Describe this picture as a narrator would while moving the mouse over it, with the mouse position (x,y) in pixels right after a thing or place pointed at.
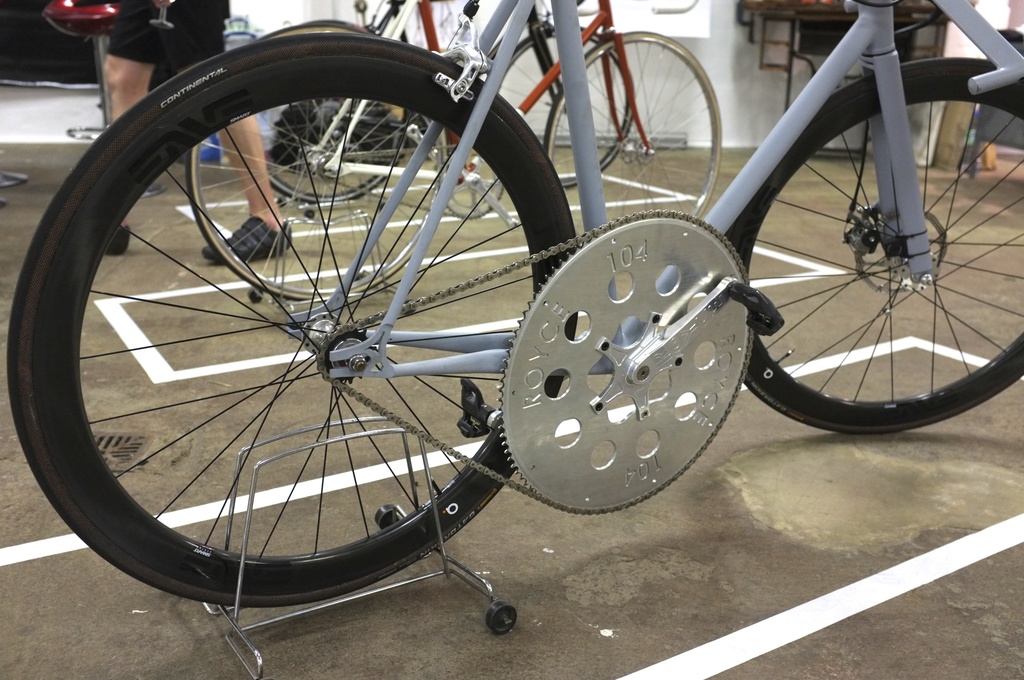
In this picture I can see bicycles (444,203), there is a person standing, and there are some other objects (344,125).
